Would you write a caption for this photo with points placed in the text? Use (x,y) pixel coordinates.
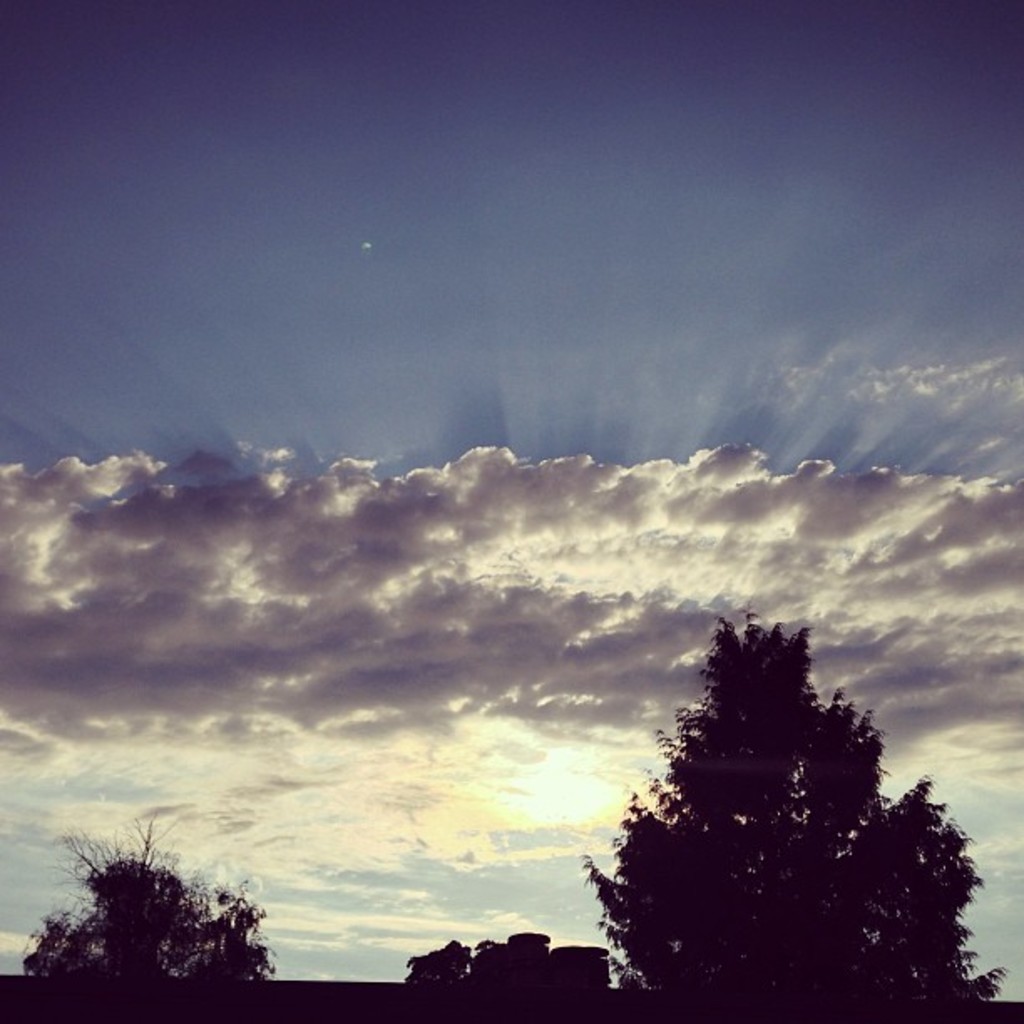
In this picture there are trees (631,853) at the bottom side of the image (682,722) and there is sky (594,350) at the top side of the image (579,268).
